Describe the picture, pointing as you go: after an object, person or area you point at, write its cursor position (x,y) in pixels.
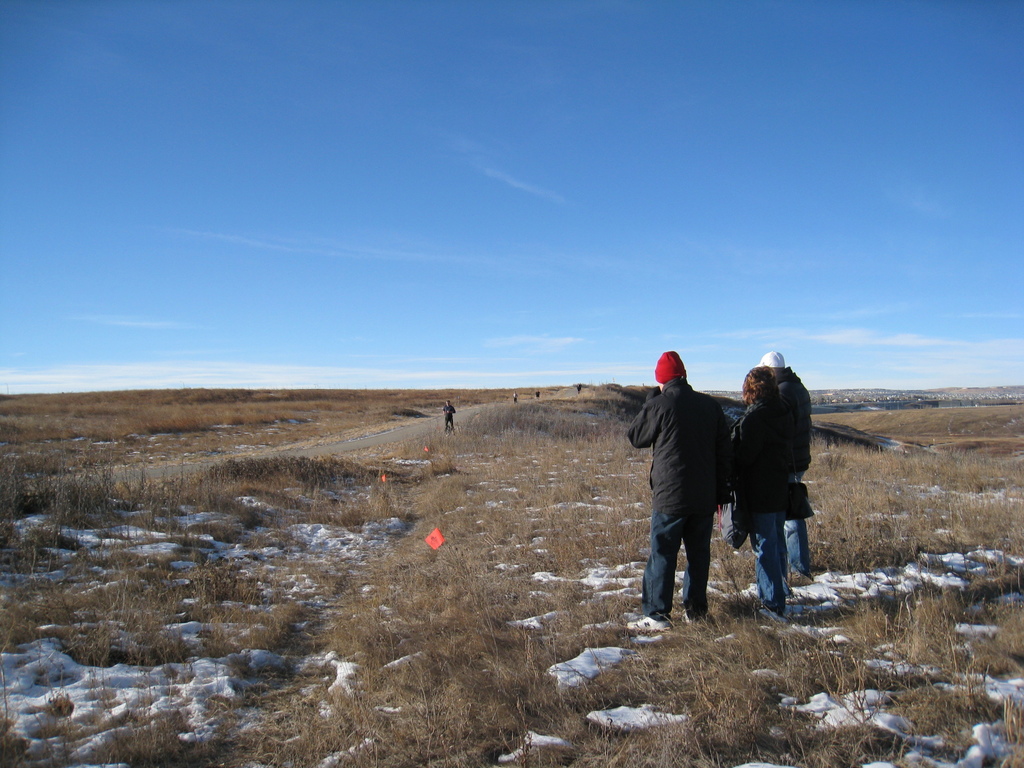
At the bottom of the image (534,636) there is ground (583,524) with dry grass (379,640) and snow (612,650) on it. Also there are three people (744,472) with black jacket (744,472) is standing. At the top of the image (500,167) there is a blue sky (598,175).
